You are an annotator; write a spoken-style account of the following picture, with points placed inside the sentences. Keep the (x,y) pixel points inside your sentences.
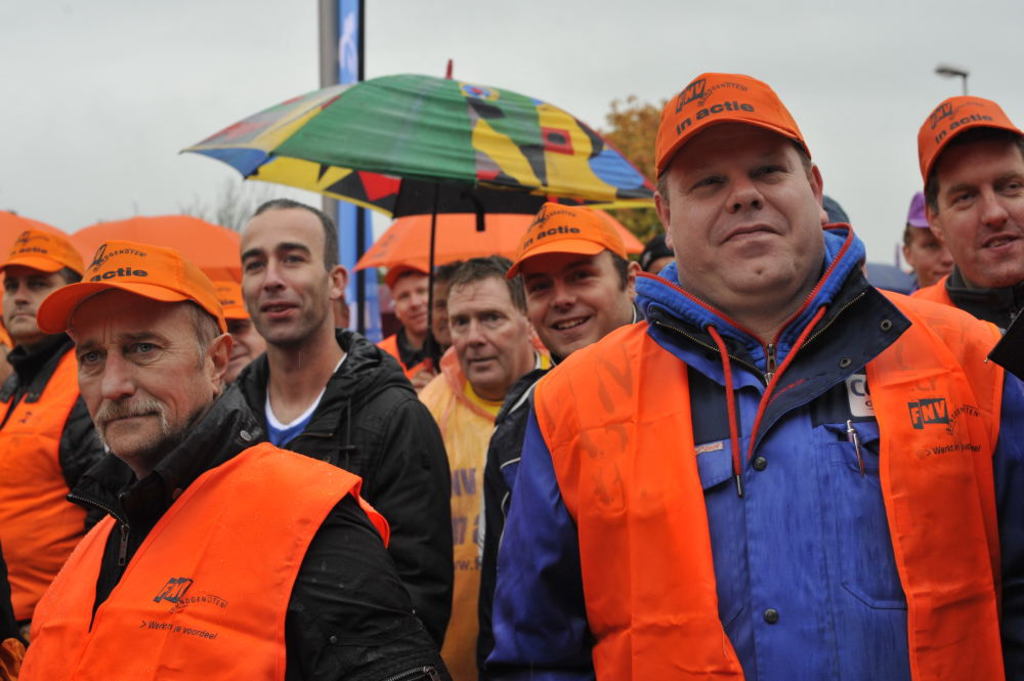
There are persons (768,147) standing. Some of them are in orange color jackets (281,542). Some of the remaining are holding umbrellas (514,257). In the background (636,137), there are trees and there are clouds (284,70) in the sky (97,98).
